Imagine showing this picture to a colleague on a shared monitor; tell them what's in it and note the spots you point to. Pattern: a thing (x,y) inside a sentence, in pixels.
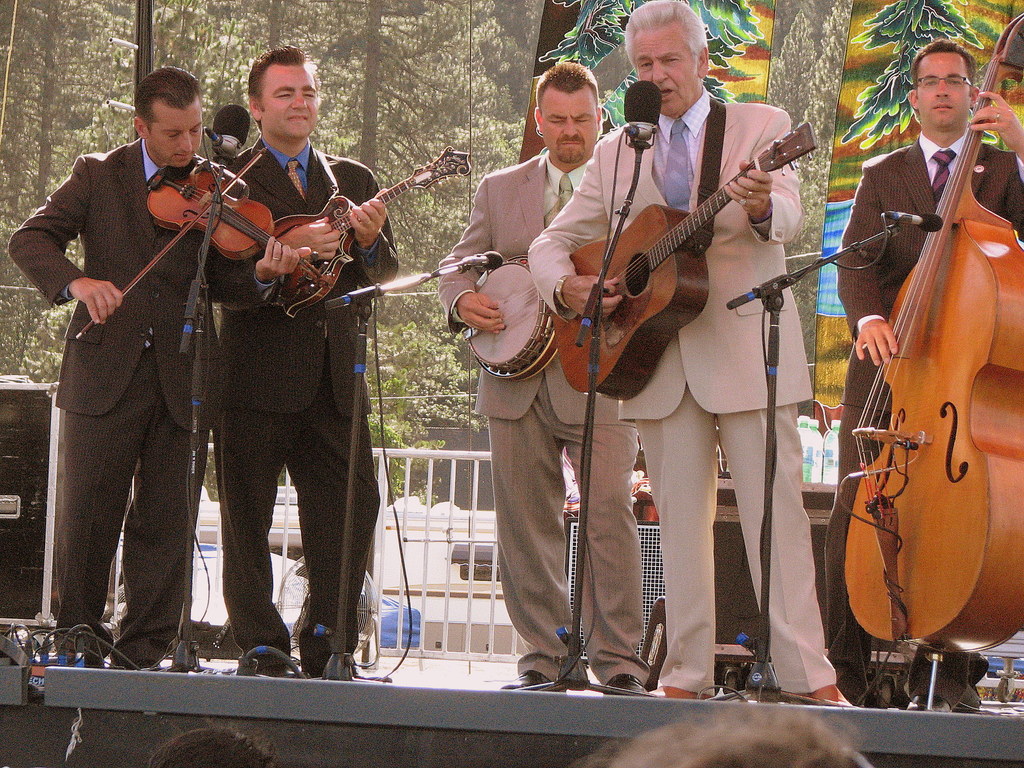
There are group of people (487,204) playing musical instruments (623,246) and one among them is singing in front of a mic (637,121) and there are trees (394,39) in the background (348,35).
